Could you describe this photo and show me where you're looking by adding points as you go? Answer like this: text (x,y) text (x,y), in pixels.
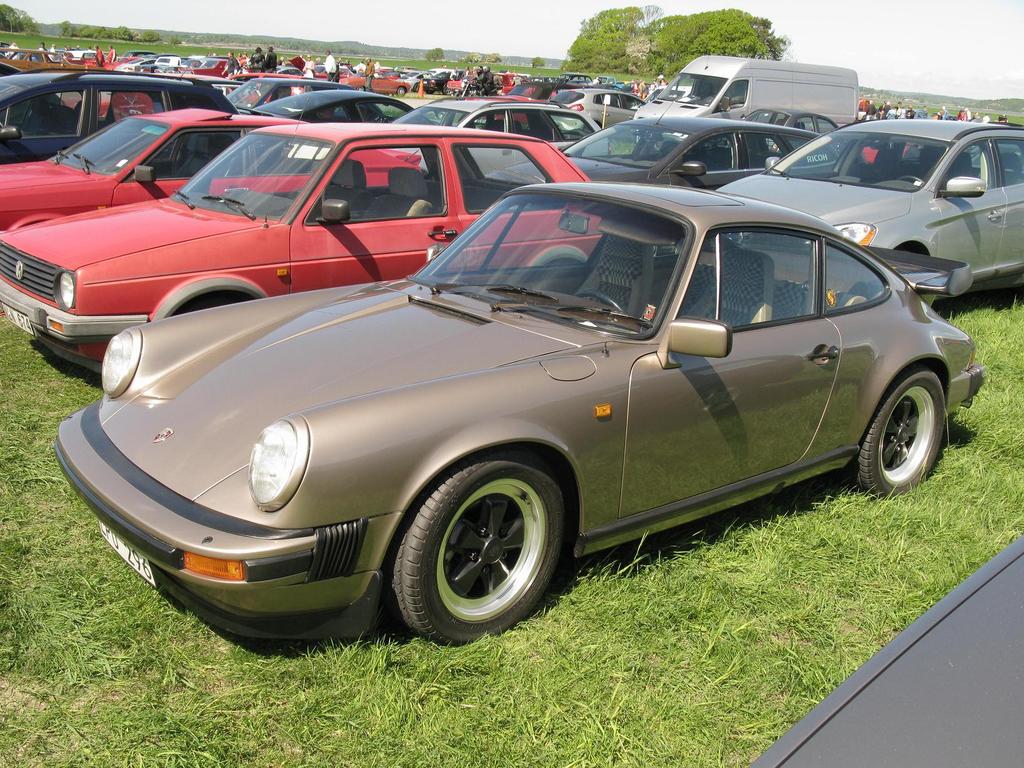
In this image we can see vehicles (406,139) and few people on the grass (571,737). In the background (17,16) there are trees (664,33) and sky (810,35).
